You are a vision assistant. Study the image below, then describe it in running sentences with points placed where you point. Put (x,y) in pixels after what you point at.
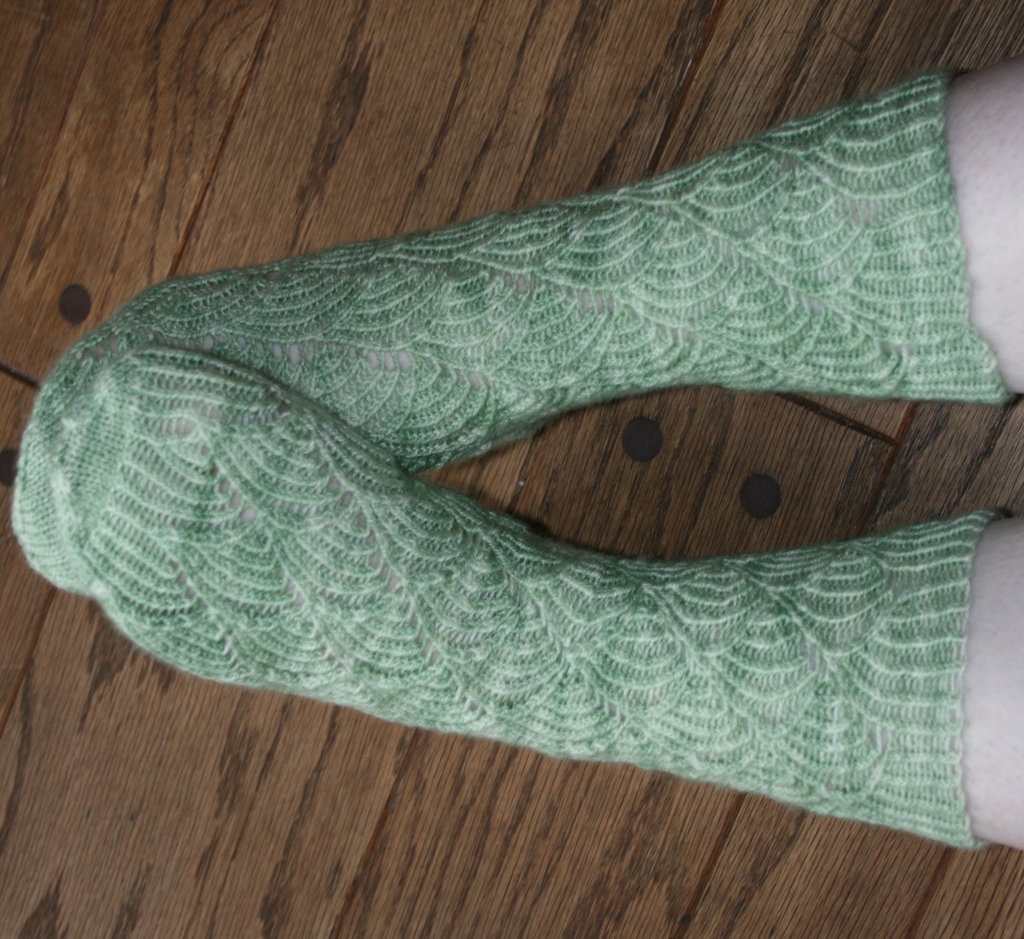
In this image there are legs (552,373) of the person (667,581) which are visible and on the legs (516,316) there are socks (589,306) which are green in colour.
